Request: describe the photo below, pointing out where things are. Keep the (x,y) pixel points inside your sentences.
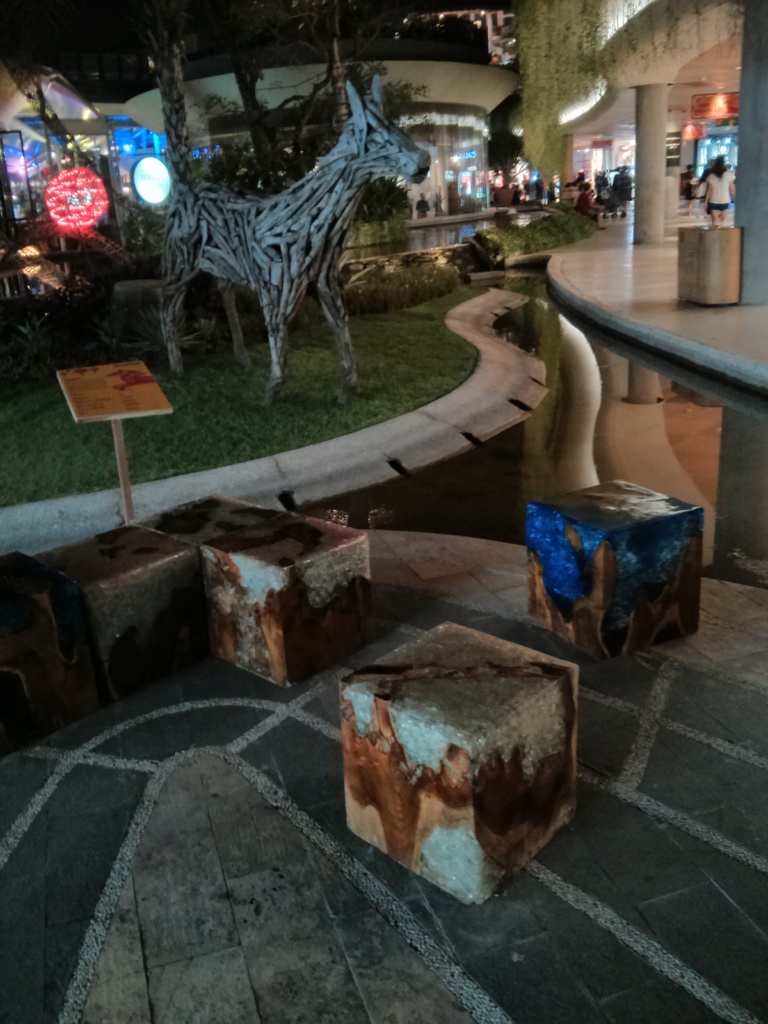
In this image at the bottom (443,849) there are some boxes (322,621) and one board (164,398), and in the center (265,364) there is one toy (283,262), and trees (255,184), lights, grass (328,334) and some plants (396,287). And in the background (424,25) there are some buildings (648,134) and some people (613,195) are walking and there is one dustbin (717,263). On the right side (531,909), at the bottom (424,895) there is a floor (528,889).
